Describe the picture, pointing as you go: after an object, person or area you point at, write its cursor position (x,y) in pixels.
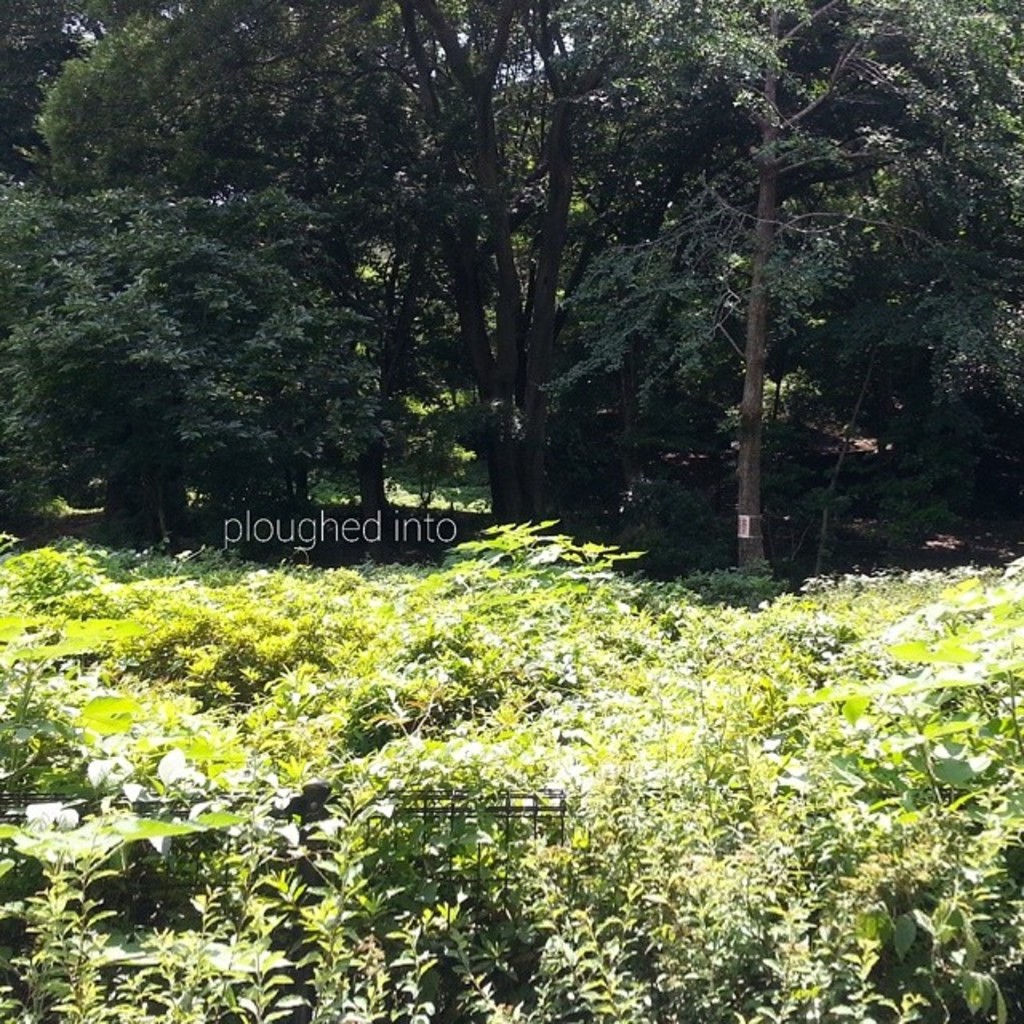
This image consists of a fence (449,817), grass (741,665), plants (549,692), trees (720,542) and text (435,536). This image is taken may be during a day.
